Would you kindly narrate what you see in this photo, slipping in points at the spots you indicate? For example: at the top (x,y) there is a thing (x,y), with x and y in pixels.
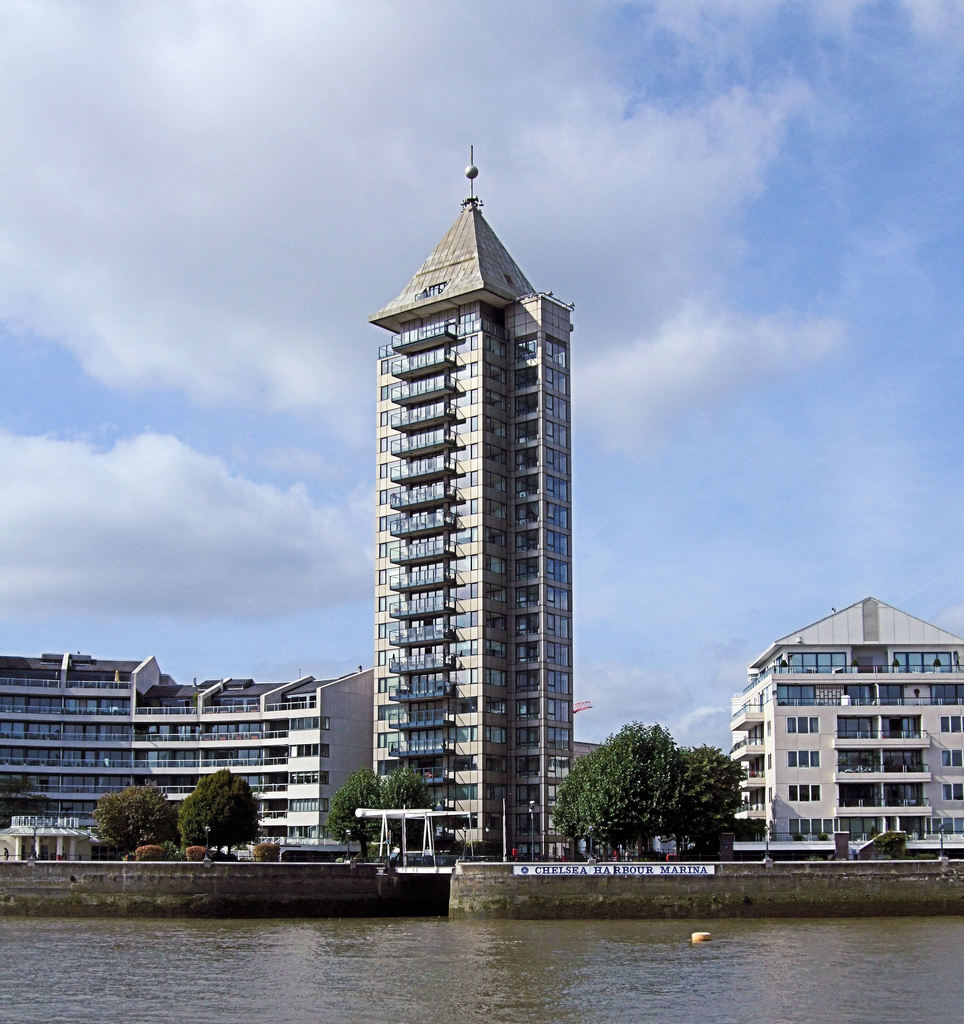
In this image we can see buildings (170,735), skyscraper (546,693), construction crane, trees (421,793), wall (283,881), water (311,934) and sky (629,383) with clouds (616,343).
